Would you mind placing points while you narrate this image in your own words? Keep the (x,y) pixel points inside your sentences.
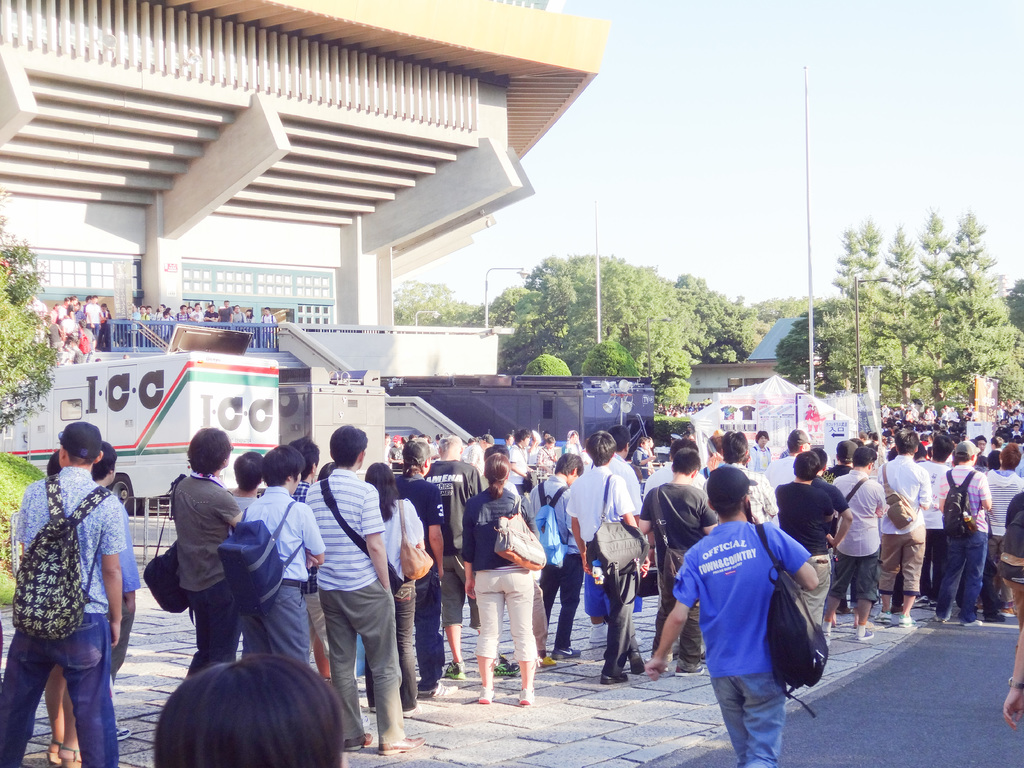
There are people (507,571) in the center of the image (677,477) and there are posters (979,410), trees (609,353), poles (665,318), buildings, vehicles (642,396) and a stall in the background area (711,425).
